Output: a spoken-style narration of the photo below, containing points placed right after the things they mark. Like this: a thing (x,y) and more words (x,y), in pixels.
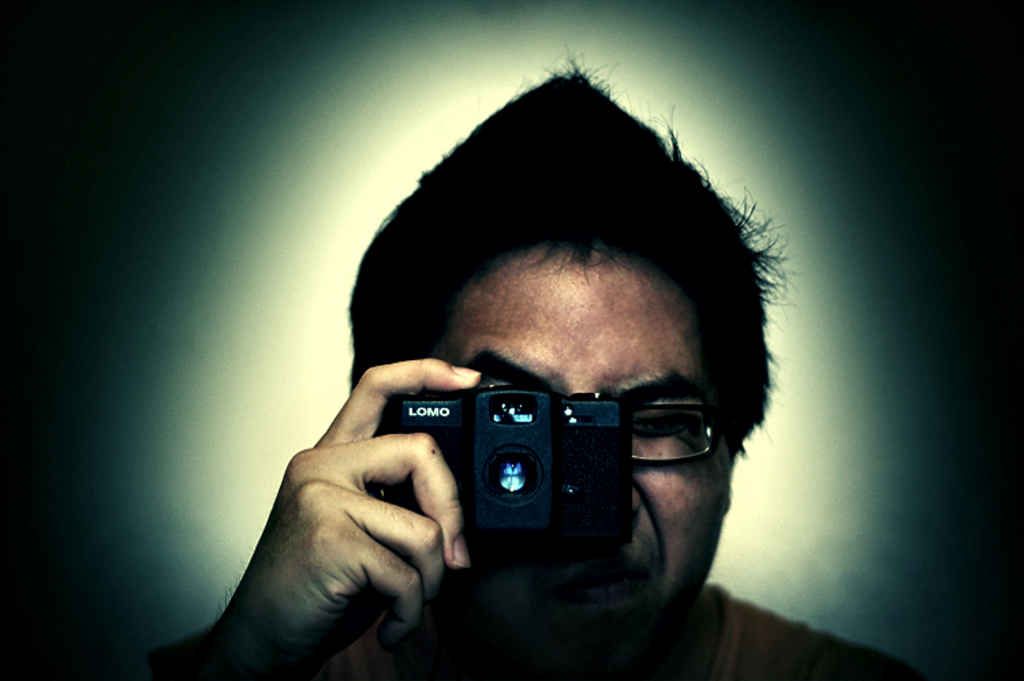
In this Image I see a person (767,662) holding a camera (622,496).
